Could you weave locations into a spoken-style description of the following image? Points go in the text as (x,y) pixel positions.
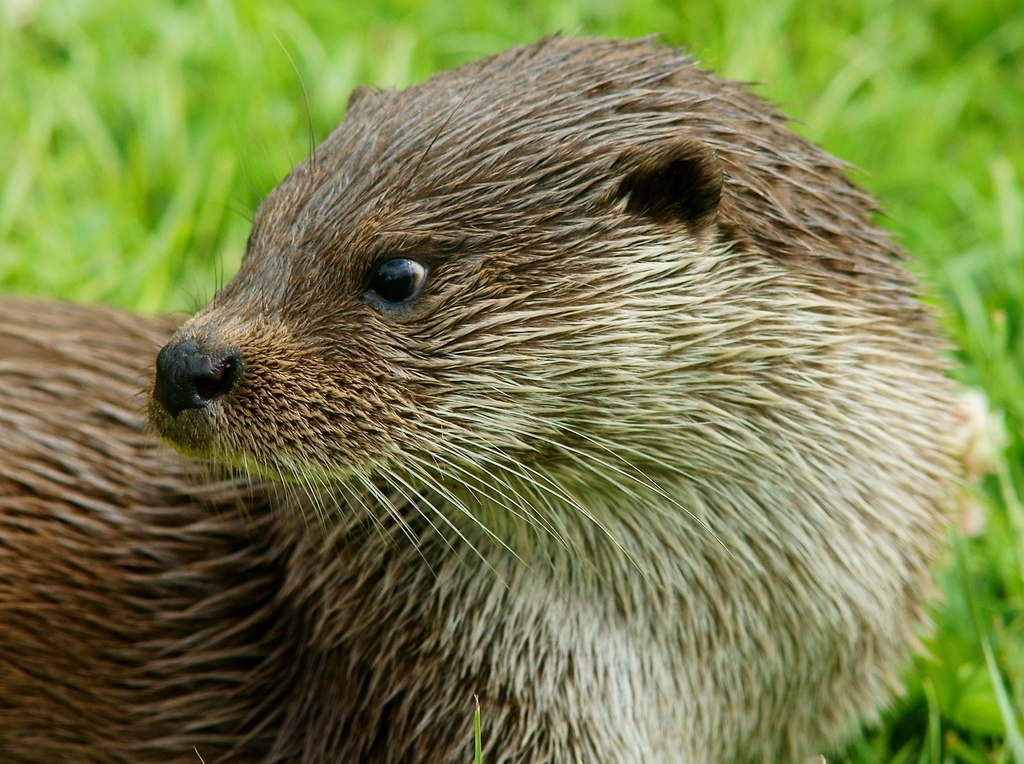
In the image we can see an animal (425,492), brown and white in color. This is a grass (889,154).
